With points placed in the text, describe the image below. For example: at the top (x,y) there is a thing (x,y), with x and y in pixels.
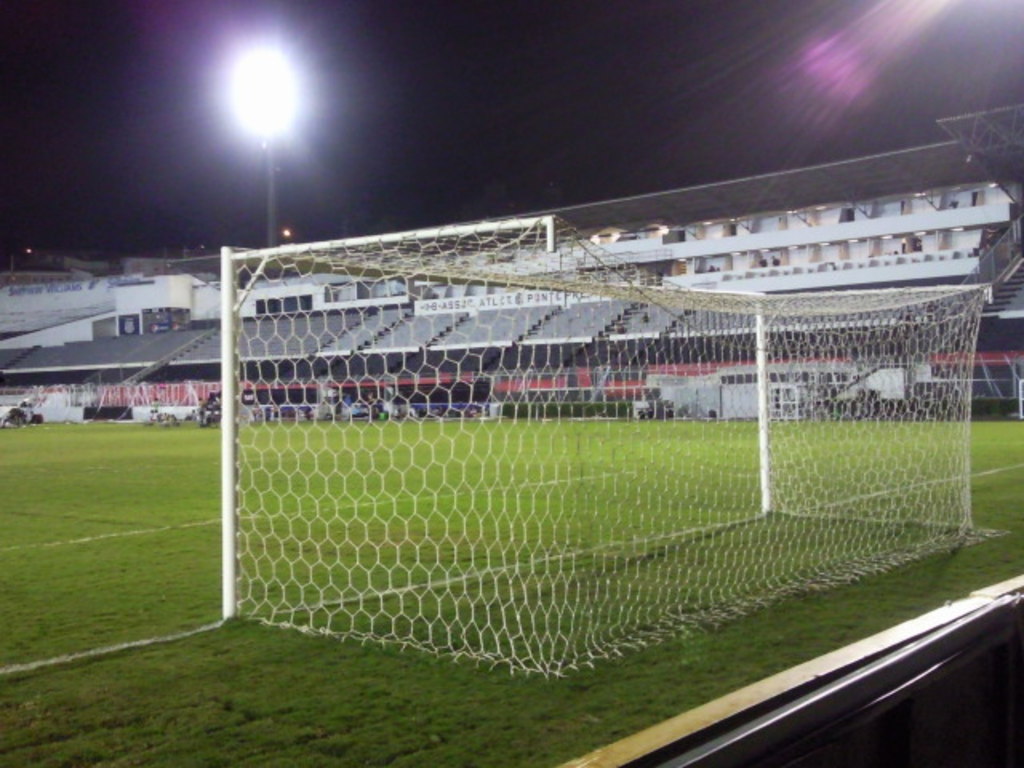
In this picture we can see a net (848,356), grass (538,577), seats (173,337), pole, lights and in the background (266,218) it is dark.
